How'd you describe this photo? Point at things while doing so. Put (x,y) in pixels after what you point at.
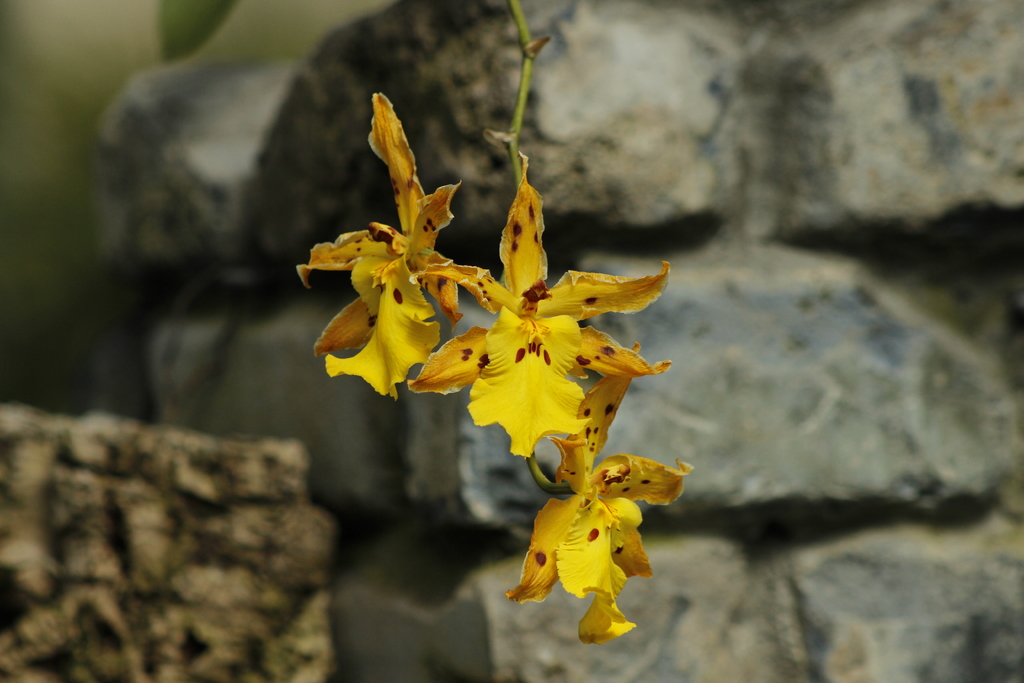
In this picture I can see few yellow color flowers (589,359) to the plant (526,86) and a wall (468,58) on the back (468,58).
